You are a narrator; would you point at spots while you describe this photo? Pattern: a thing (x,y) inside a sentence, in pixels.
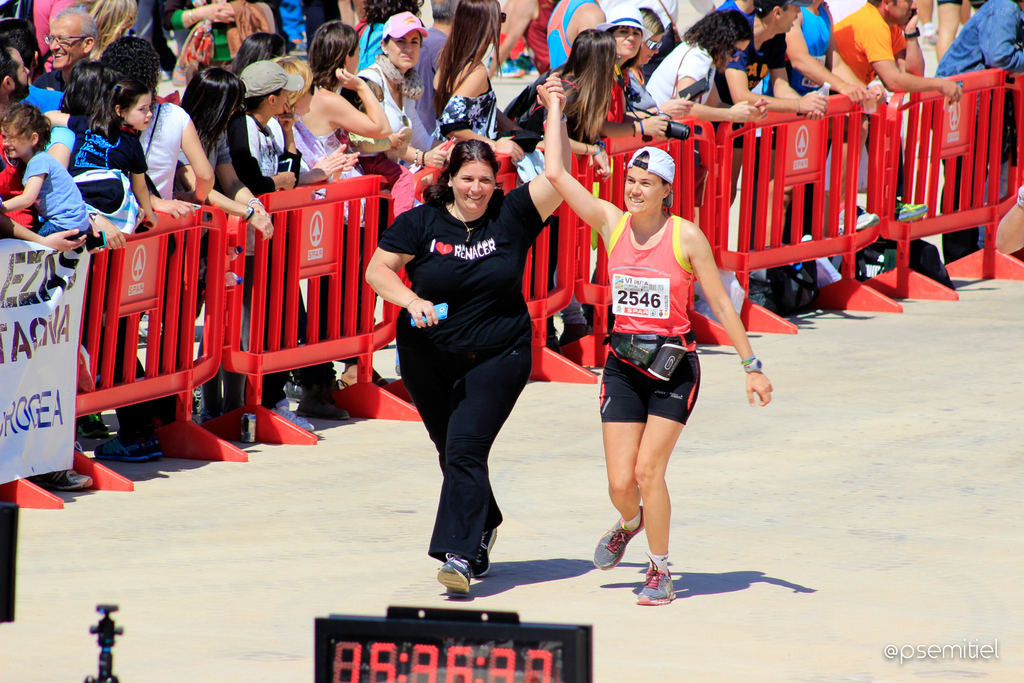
In this picture we can see there are two women (520,356) walking on the ground (507,541). Behind the women (480,324) there are barricades (152,291) and a group of people (268,101). On the left side of the people (786,23), there is a banner (60,305). At the bottom of the image (386,661), there is a digital clock (411,654) and an object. On the image there is a watermark (947,647).
